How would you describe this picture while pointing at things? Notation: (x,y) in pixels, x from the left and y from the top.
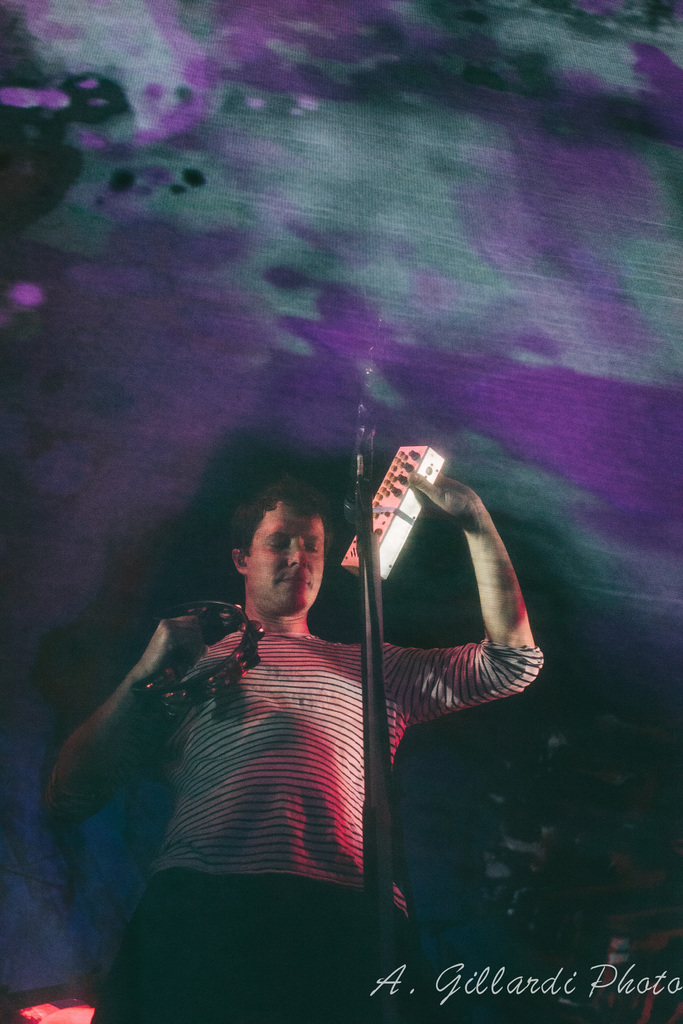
In this image there is a person (289,654) standing in front of the mic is holding some objects (189,705) in his hand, at the bottom of the image (471,986) there is some text (480,986).
